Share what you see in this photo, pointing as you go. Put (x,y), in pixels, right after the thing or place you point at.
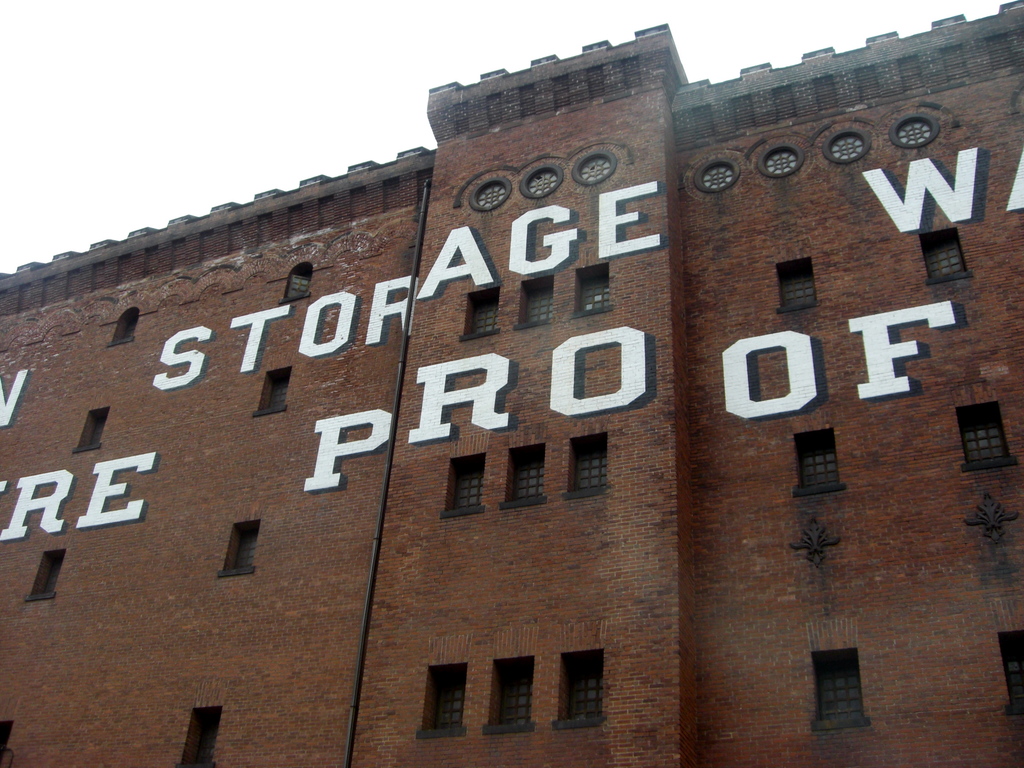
In this image there is a building (532,338) having a red brick wall (498,639). There is some text (28,495) painted on it. Top of image (50,253) there is sky (274,92).
